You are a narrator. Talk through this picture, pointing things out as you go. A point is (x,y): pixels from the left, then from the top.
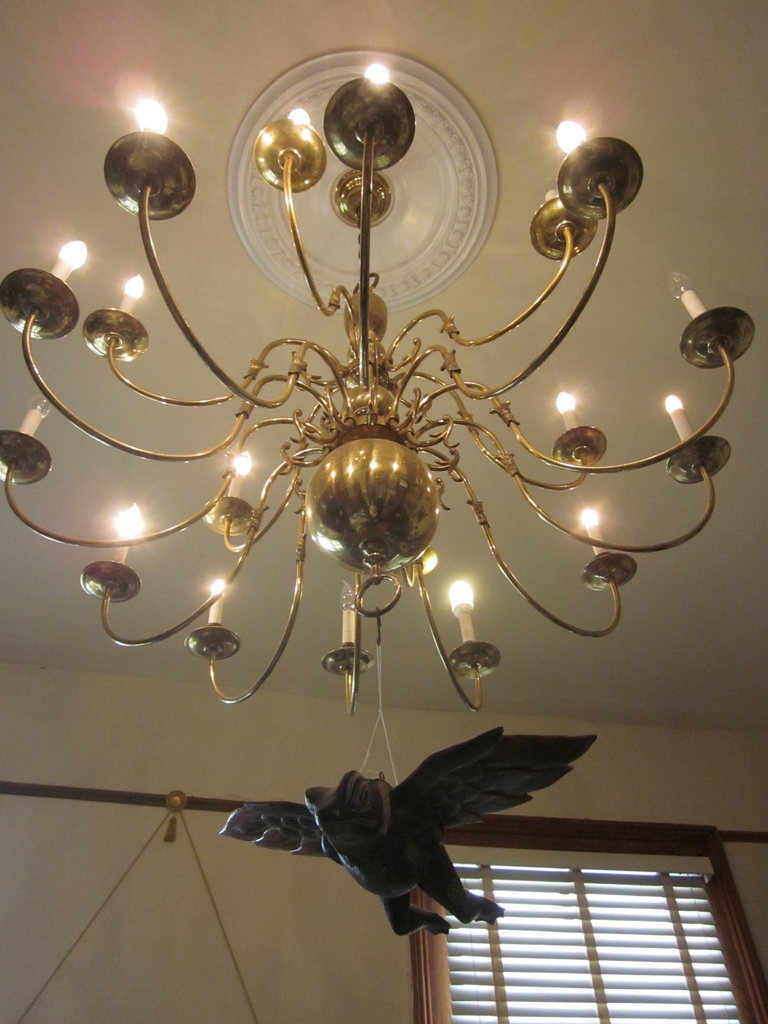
This is the picture of a room (579,724). In this image there is a window (532,942). At the top (369,207) there is a chandelier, there is a sculpture (402,892) hanging to the chandelier (340,494).
